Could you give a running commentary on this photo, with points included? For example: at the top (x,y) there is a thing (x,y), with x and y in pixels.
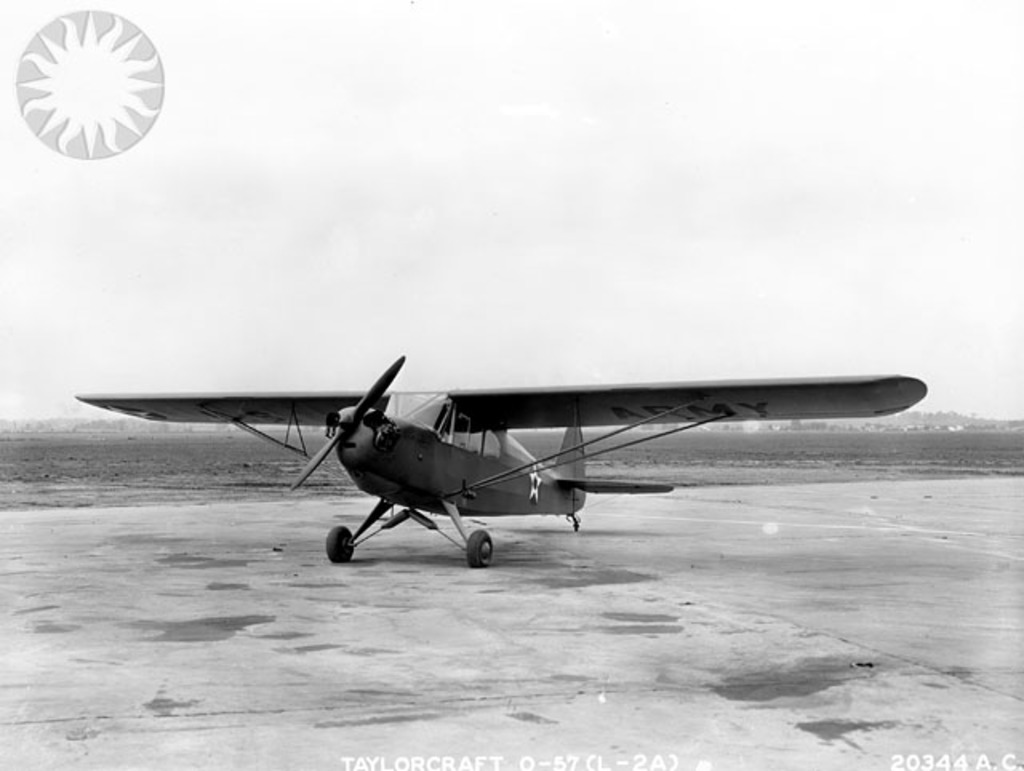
In this image I can see an aeroplane (498,500) on the ground (486,598). In the background (395,250) I can see in the sky (539,237). Here I can see a logo (115,146) and a watermark (532,770). This picture is black and white in color.
